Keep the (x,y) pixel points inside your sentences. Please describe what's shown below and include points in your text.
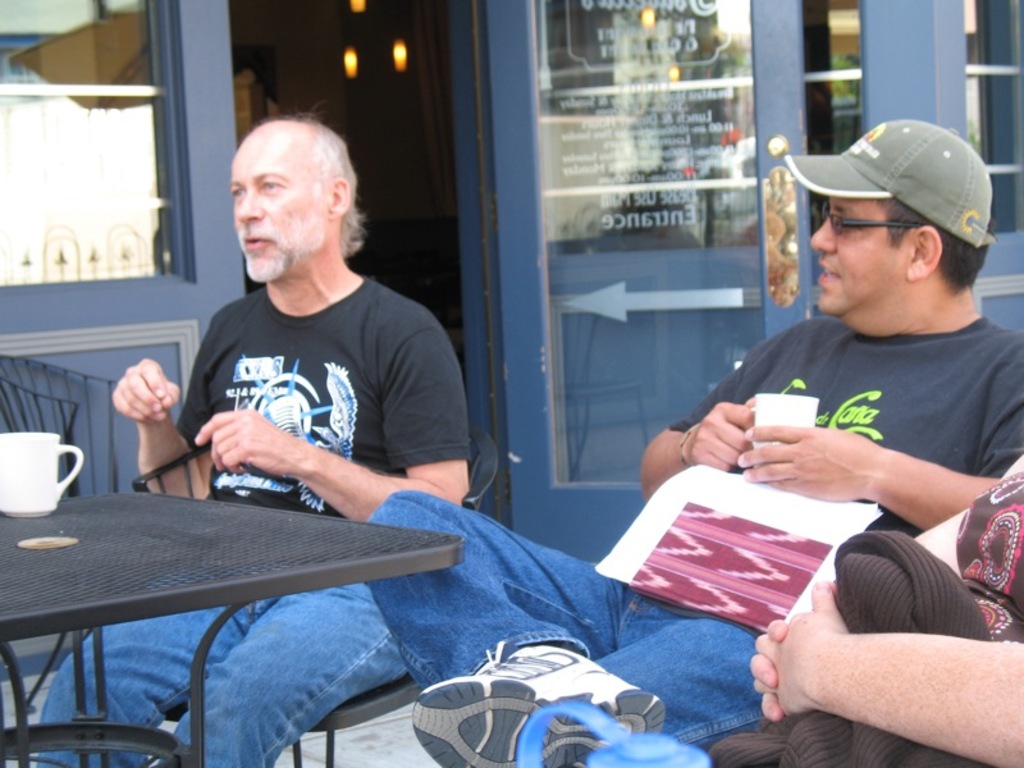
Here are two persons (490,517) sitting on the chairs (356,702). This is a table (111,570) with a white cup (1,503) placed on it. At the right corner of the image (832,643) I can see a hand (960,692) of the person (972,687). At background (621,439) I can see a door (569,248) which shows the direction, arrow mark (661,301), and this looks like a kind of restaurant (501,112).
